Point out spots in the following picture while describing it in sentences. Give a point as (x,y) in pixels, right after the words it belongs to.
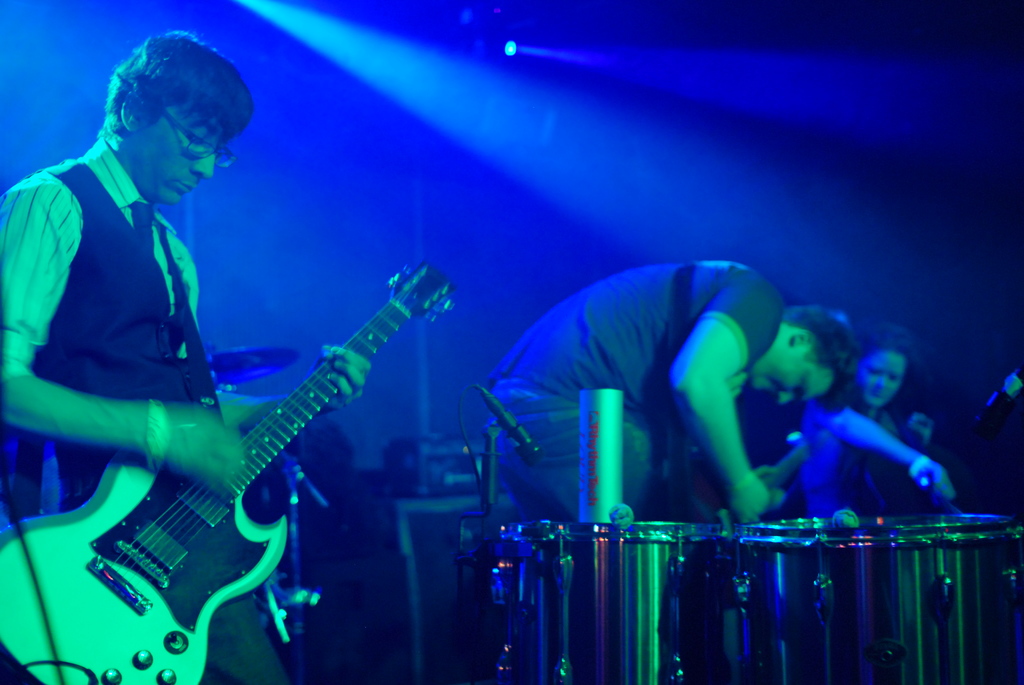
In the image we can see three persons (630,364), the left person (160,463) he is holding guitar (173,468). And two more persons (736,384) they were holding musical instruments (605,582). And they were surrounded by few musical instruments (531,541). In center (530,451) we can see microphone (524,439).
